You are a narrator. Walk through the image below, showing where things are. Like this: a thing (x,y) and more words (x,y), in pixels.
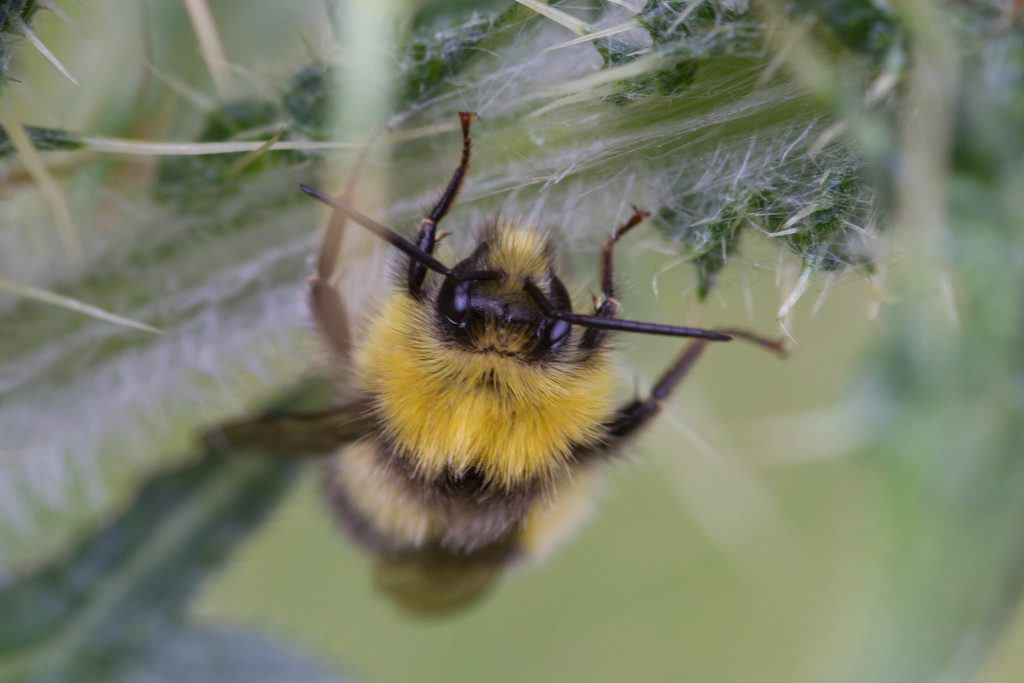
In this image I can see an insect (503,386) which is black, yellow and cream in color on a plant (493,215) which is green and white in color. I can see the blurry background (854,526).
